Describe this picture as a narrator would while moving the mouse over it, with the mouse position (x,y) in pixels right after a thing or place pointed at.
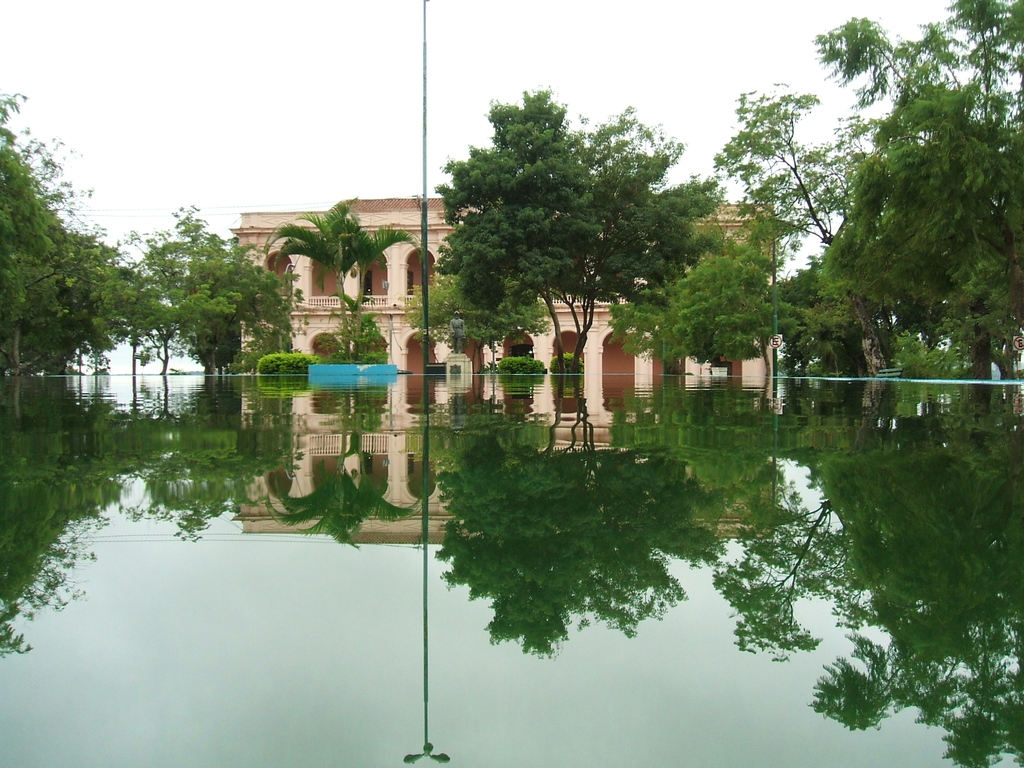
In this image I can see water (363,382) in the front (752,511). In the background (348,324) I can see number of trees (715,212), few poles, a building (604,345) and on the water (451,699) I can see reflection (720,470).
